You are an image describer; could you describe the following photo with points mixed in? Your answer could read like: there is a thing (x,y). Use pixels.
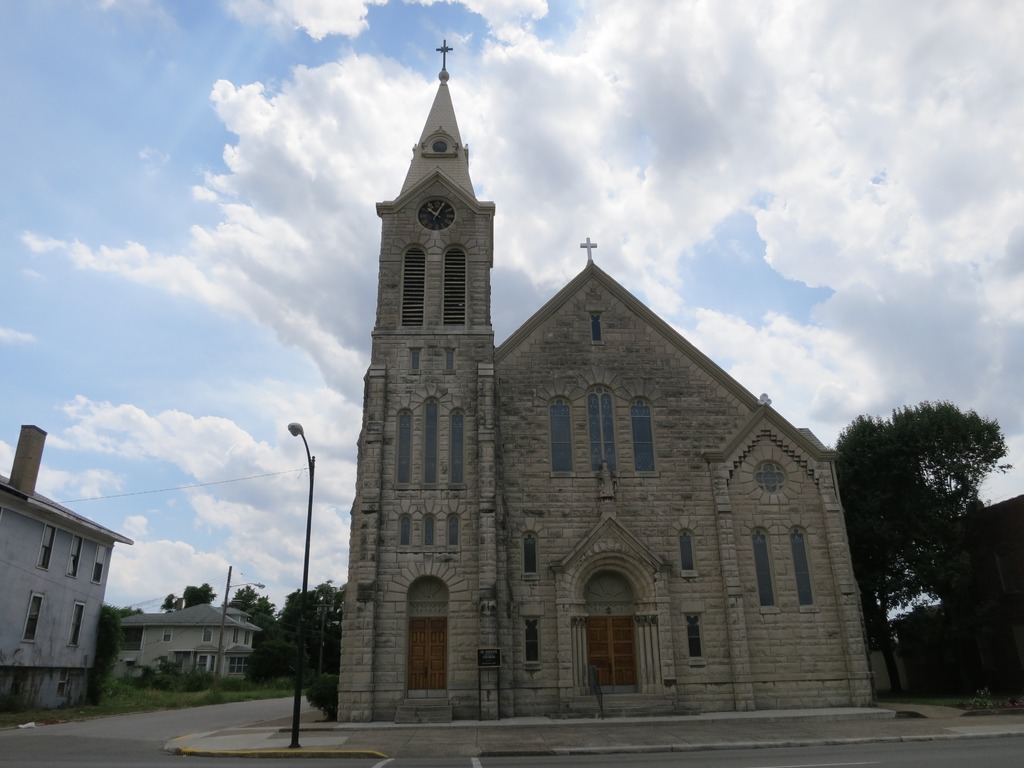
In this picture, I can see few buildings (177,612) and trees (307,636) and a pole light (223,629) and a blue cloudy Sky (397,170).
